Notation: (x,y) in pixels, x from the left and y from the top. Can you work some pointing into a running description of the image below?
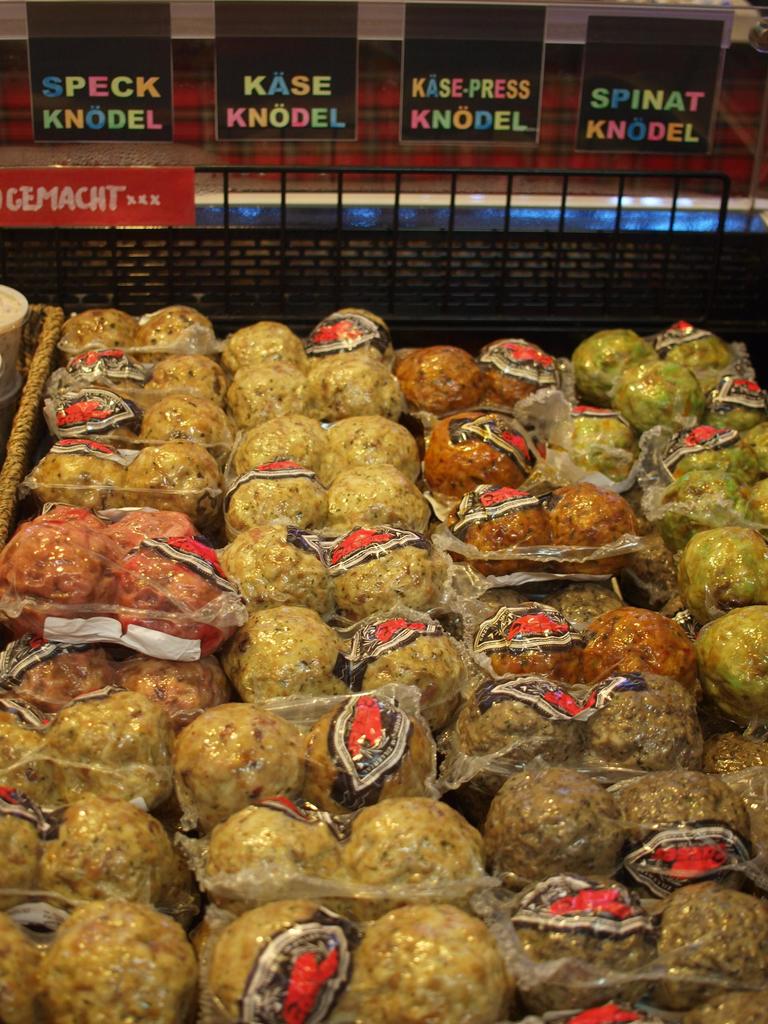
In the image there are food items (195,675) packed in packets (313,551). Behind them there is a black stand (512,247) and also there are posters (278,55) with text (157,97) on it.
